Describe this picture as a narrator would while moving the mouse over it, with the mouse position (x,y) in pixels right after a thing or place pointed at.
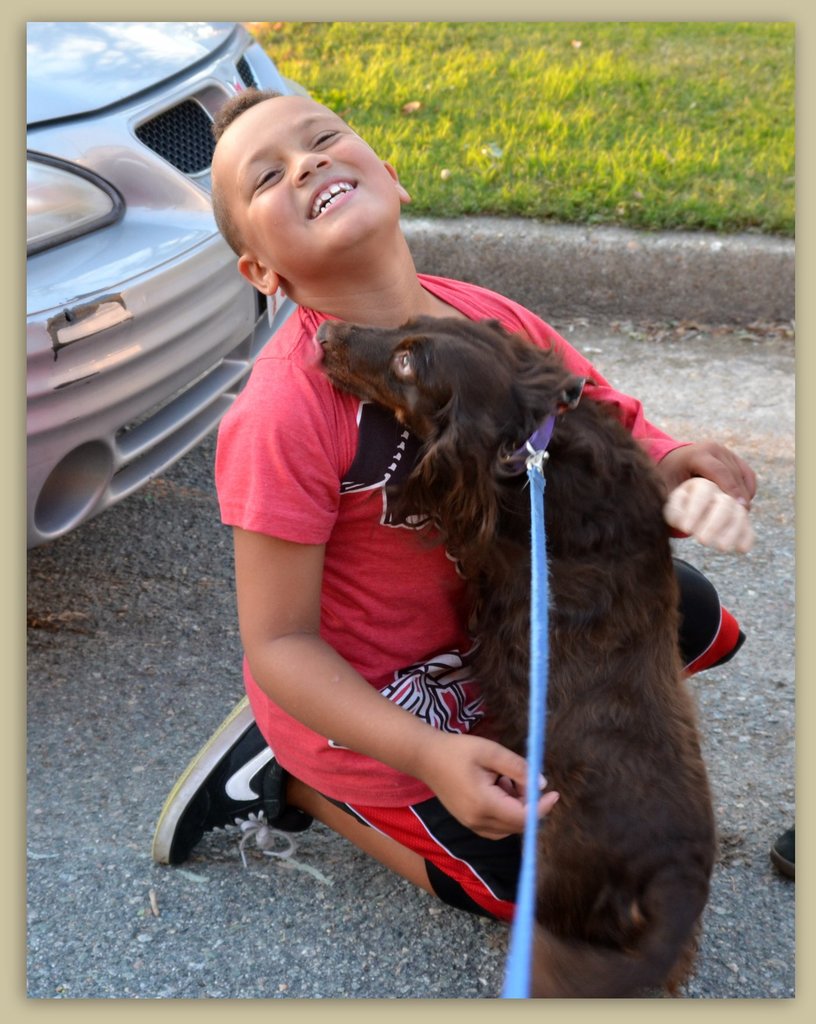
in this image i can see a boy (381,518) sitting on his knees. a dog (497,646) is close to him. left to them is a car (108,170). behind them there is a grass (583,121) and the boy (332,201) is smiling.
